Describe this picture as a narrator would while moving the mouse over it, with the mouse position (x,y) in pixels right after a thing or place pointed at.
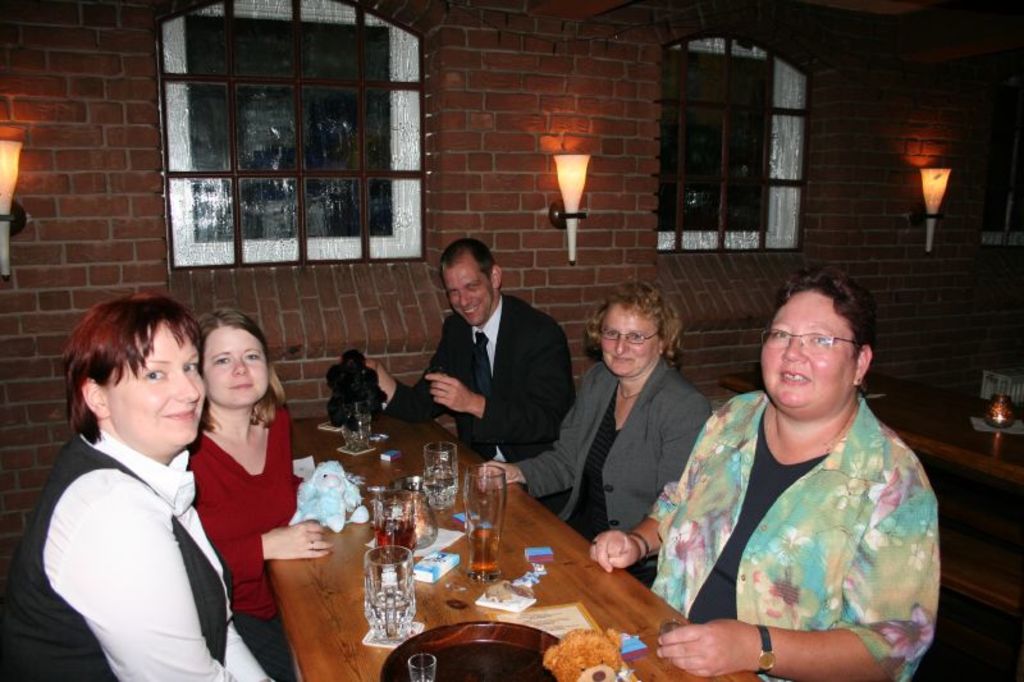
In this picture we can see a group of people (202,379) sitting on chair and in front of them there is table (593,598) and on table (368,534) we can see glasses (409,552), boxes (435,576), teddy bear (564,668), plate (465,645), toys (353,404) and in background (351,159) we can see wall (491,49) with windows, lamps (585,162) attached to it.
